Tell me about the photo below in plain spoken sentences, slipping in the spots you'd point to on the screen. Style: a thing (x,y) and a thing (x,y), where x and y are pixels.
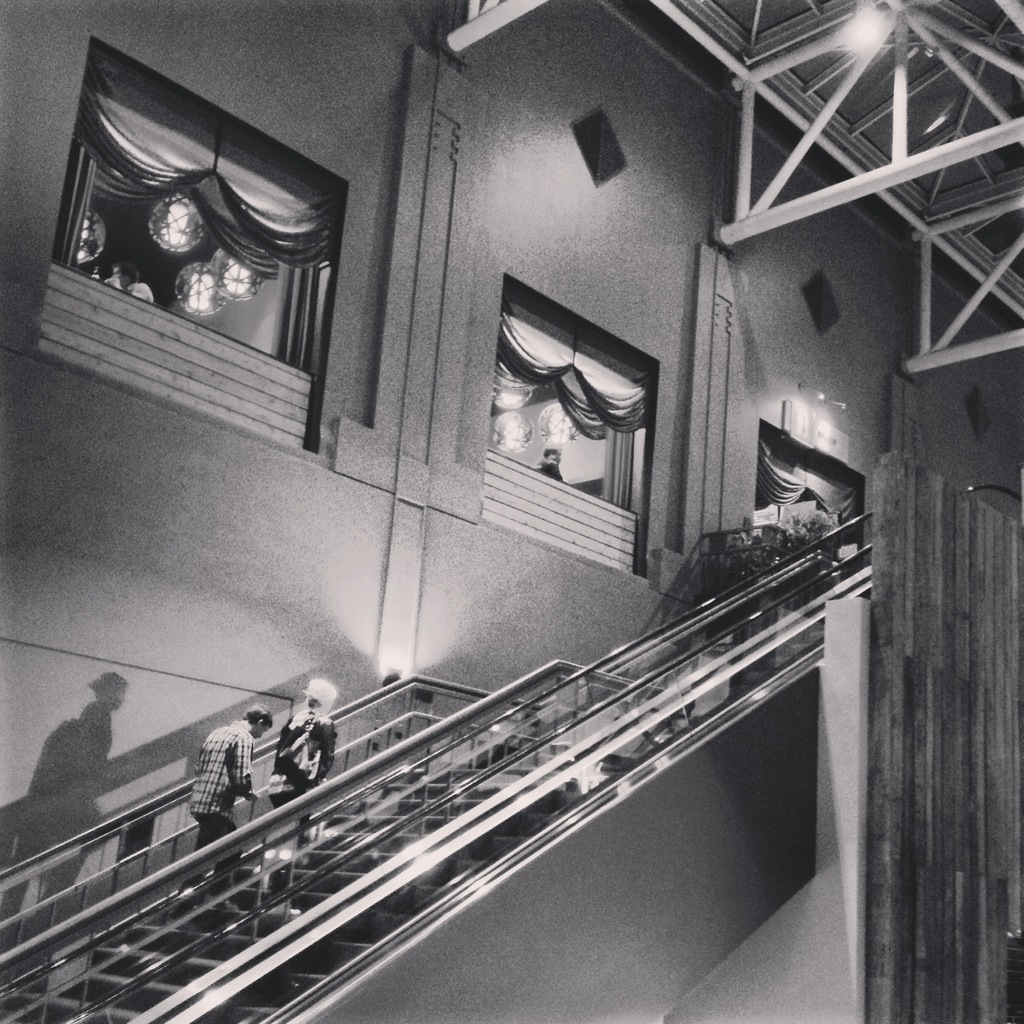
In this image we can see a staircase (41,852), here are the persons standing on it, here is the wall (506,585), at above, there is light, here it is in black and white.
